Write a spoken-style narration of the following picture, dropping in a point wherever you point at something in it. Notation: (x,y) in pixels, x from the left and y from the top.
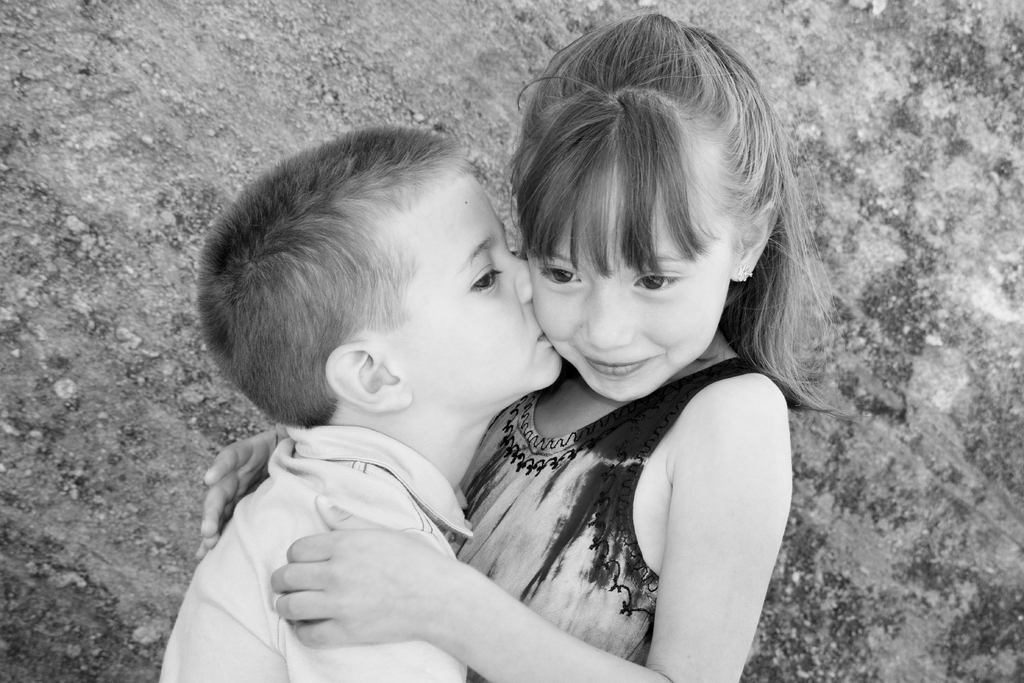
This is a black and white picture. In this picture we can see a boy (462,399) kissing a girl (641,398). Girl (641,398) is smiling.
